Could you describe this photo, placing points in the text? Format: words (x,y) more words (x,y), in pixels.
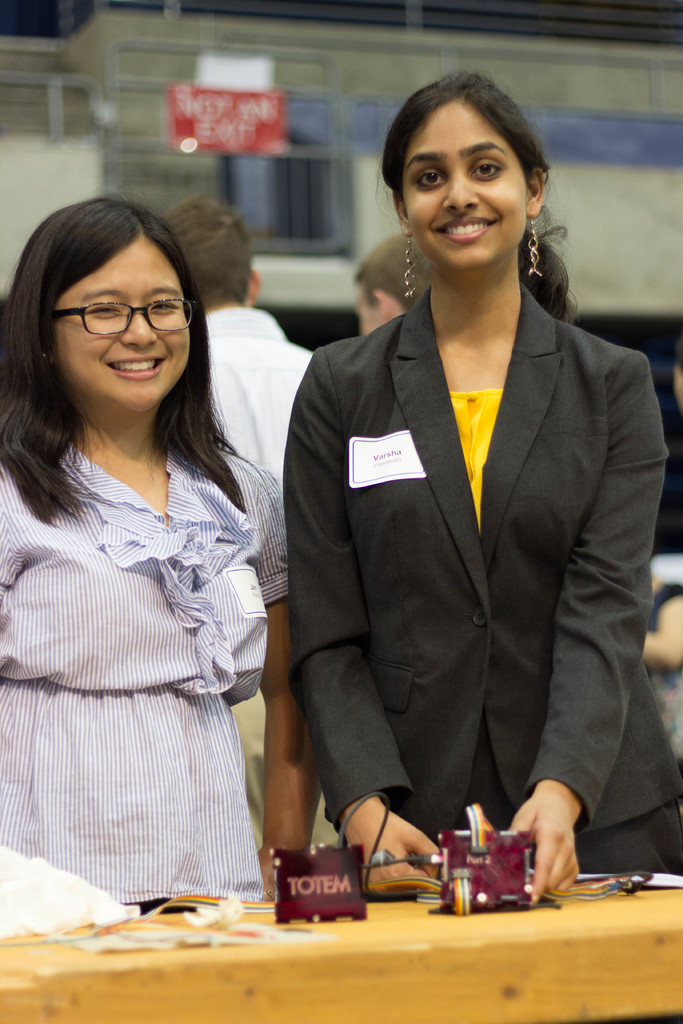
In this picture there are two women (398,451) smiling at the person who is clicking the picture.
